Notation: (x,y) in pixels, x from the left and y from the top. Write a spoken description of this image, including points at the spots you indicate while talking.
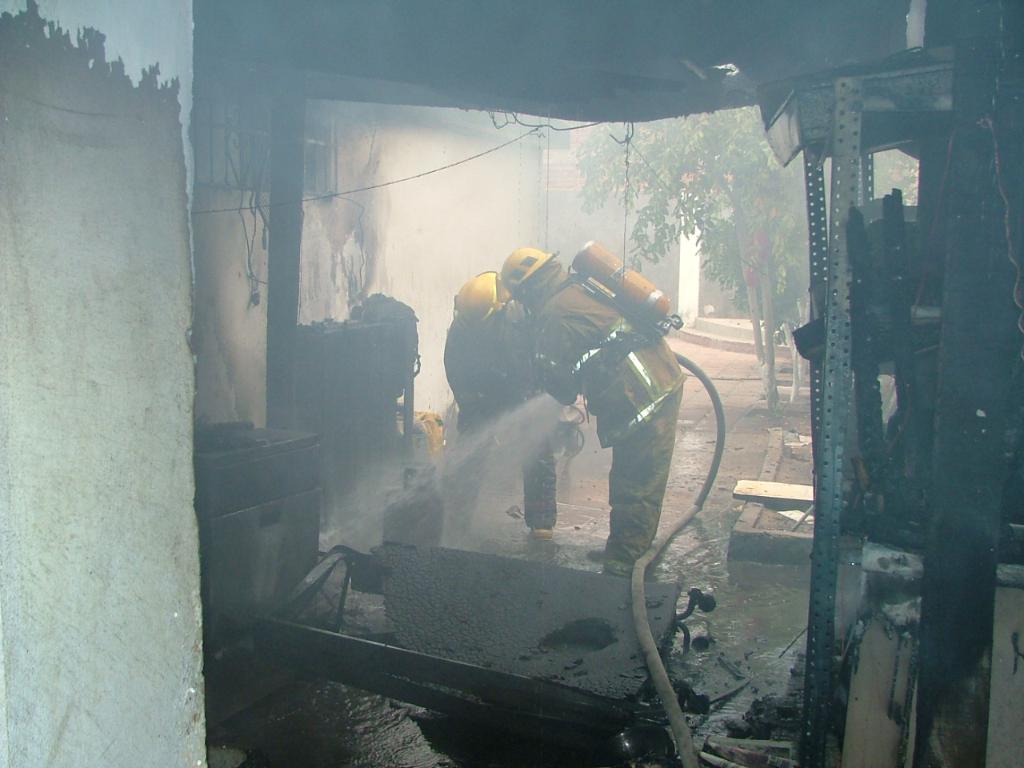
In this picture we can see a few objects (922,491) in the racks (891,103) on the right side (898,605). We can see a person (614,428) holding a pipe (711,386) in his hand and wearing an air tank (638,298) on his back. There is another person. We can see a tree (593,160) in the background (603,151).
